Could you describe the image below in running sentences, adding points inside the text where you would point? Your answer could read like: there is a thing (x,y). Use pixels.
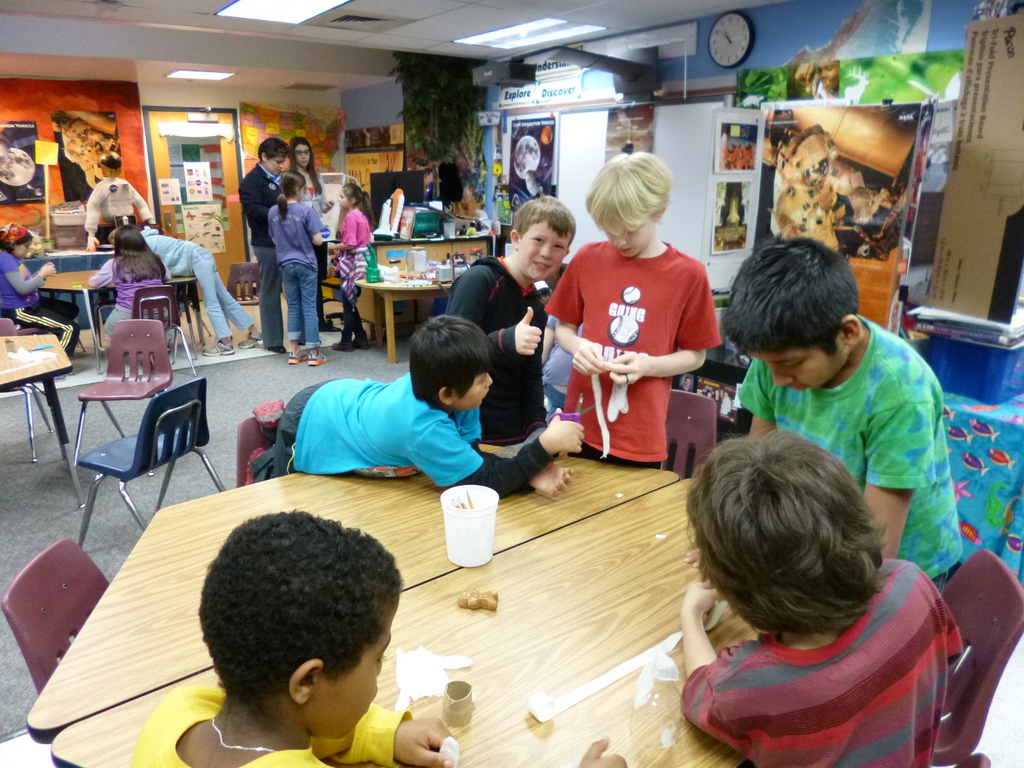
In this picture we can see some persons (935,716) sitting on the chairs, and few are standing on the floor (290,391). This is the table (561,591) and there is a glass (493,497) on the table (575,613). On the background (32,181) we can see many posters (634,139) on the wall (757,46). There is a clock (746,52). And these are the lights (256,14).
